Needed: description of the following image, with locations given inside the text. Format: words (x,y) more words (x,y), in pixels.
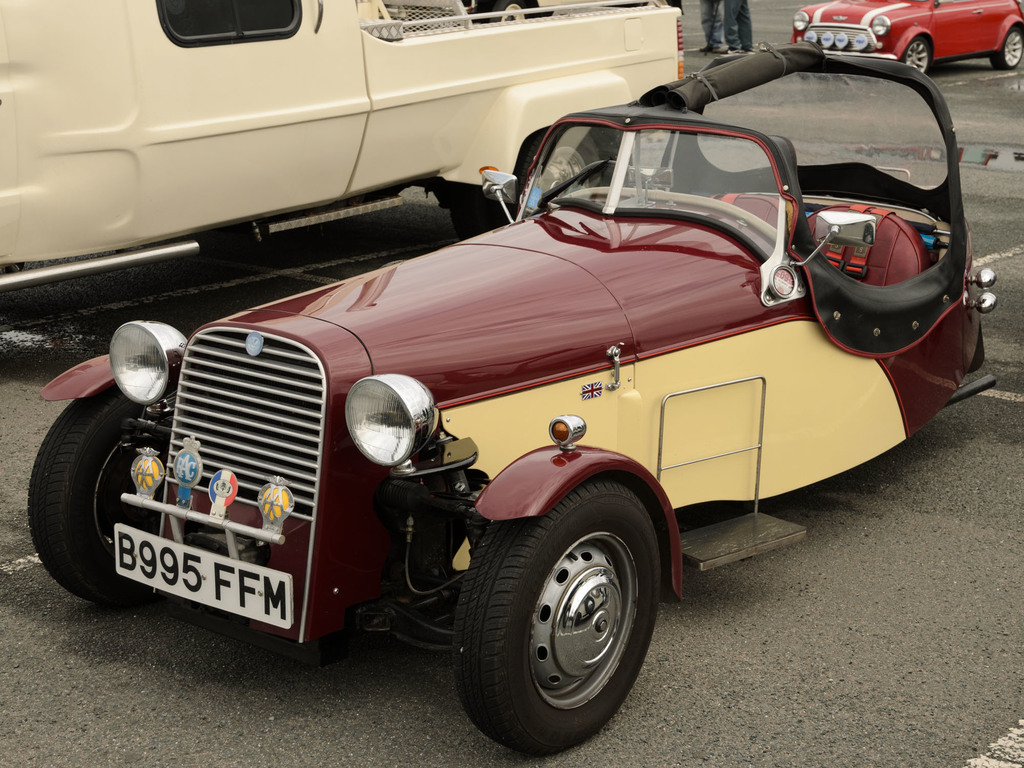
In this image, I can see the vehicles (577,116) on the road (807,691). At the top of the image (713,51), I can see the legs (730,38) of persons (744,38).
